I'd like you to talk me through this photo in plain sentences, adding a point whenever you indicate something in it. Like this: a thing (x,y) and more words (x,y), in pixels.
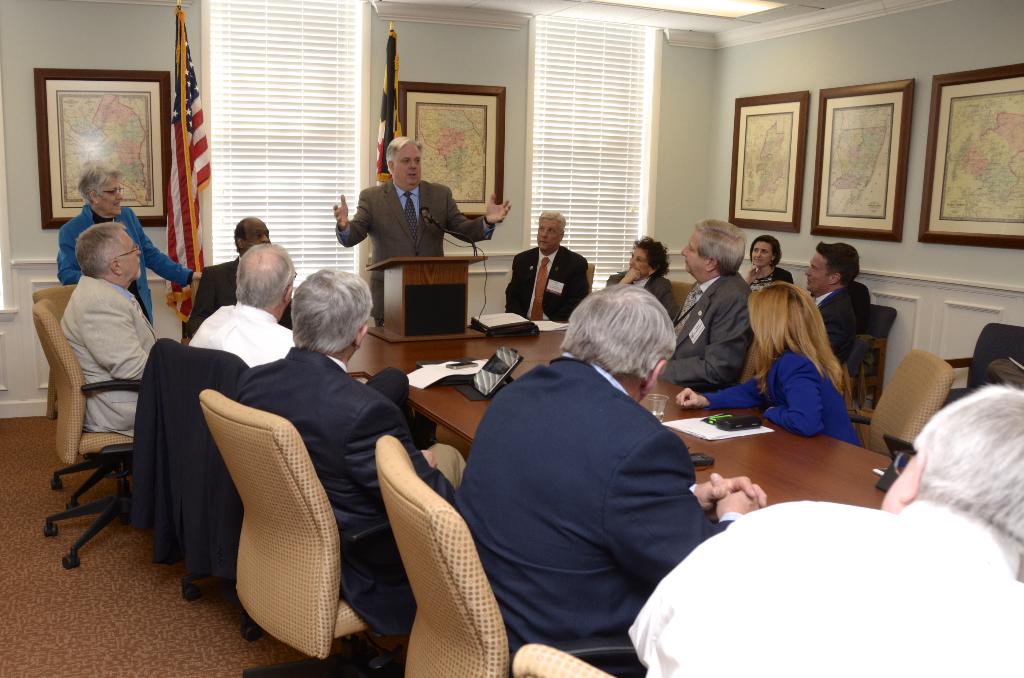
In this picture we can see some persons (648,420) are sitting on chairs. This is table (816,465). On the table (798,450) there is a paper (713,434), and a glass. This is the floor (102,621). Here we can see a man (447,207) who is standing on the floor (67,610) and talking on the mike (456,234). On the background (75,27) there is a wall (99,37). And these are the frames (485,146) on the wall (916,187). And this is flag (186,166).
